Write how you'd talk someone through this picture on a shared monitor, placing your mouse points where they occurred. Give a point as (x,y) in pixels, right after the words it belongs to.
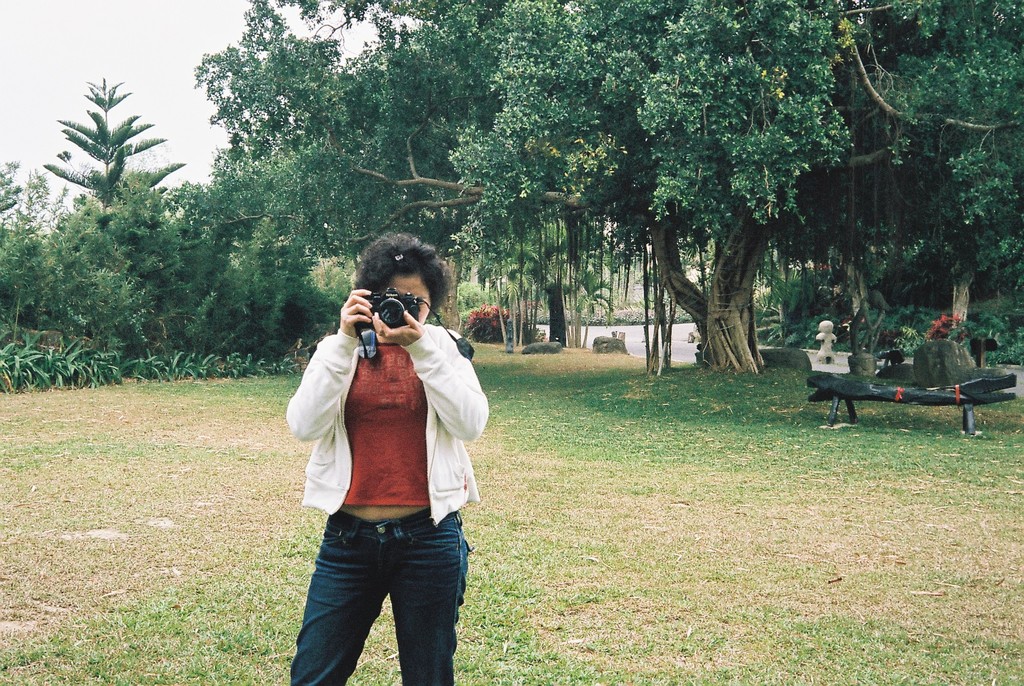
In this image we can see a person (458,435) standing and holding a camera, there are some trees (260,268), plants (169,367) and grass (741,398) on the ground (839,414), also we can see a bench (885,399), in the background (176,176), we can see the sky (176,176).
